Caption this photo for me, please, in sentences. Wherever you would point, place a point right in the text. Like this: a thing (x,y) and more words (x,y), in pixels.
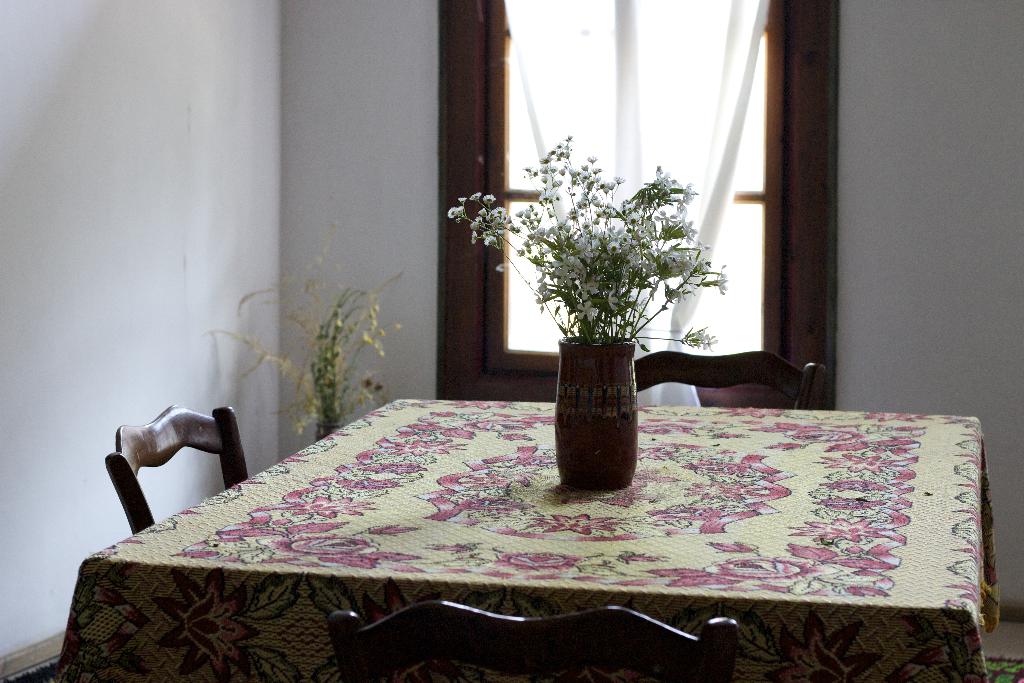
On the background (257,94) we can see wall (267,136), window (587,118) and curtains (675,116). Here on the table (504,431) we can see a cloth (823,503) and a flower vase (626,412). We can see chairs (457,637) near to the table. This is a plant (329,359).
